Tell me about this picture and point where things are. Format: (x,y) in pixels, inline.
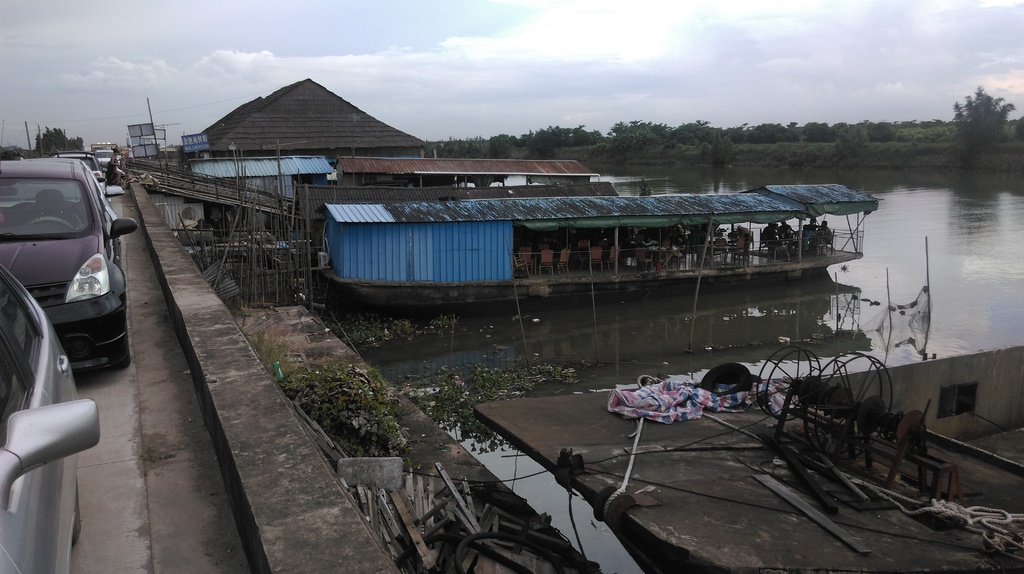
On the left side (74,168) there are vehicles (25,228). On the right side (897,329) there is water (803,315). Also there are boats (488,242). In the boat (626,263) there are chairs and many people (773,233). In the right bottom corner (849,481) there is a surface (756,444) with ropes (874,487), wooden pieces (779,491) and many other things (779,397). In the background (720,155) there are trees (500,155) and sky (307,19). Also there are poles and name boards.
